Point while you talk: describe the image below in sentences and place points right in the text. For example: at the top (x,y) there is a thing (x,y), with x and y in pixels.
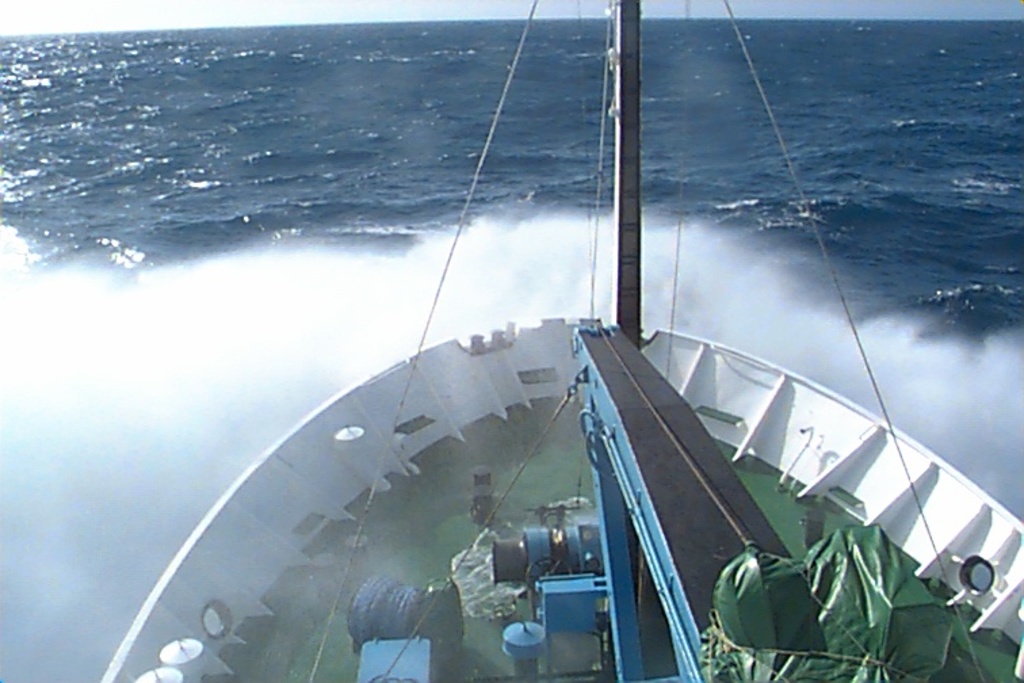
This is a top view of the ship (654,519). In the image we can see a motor (564,559), strings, iron objects (649,566) and other objects (733,657). In the background of the image (508,206) there is water (498,198). At the top of the image (357,17) there is the sky (976,11).
